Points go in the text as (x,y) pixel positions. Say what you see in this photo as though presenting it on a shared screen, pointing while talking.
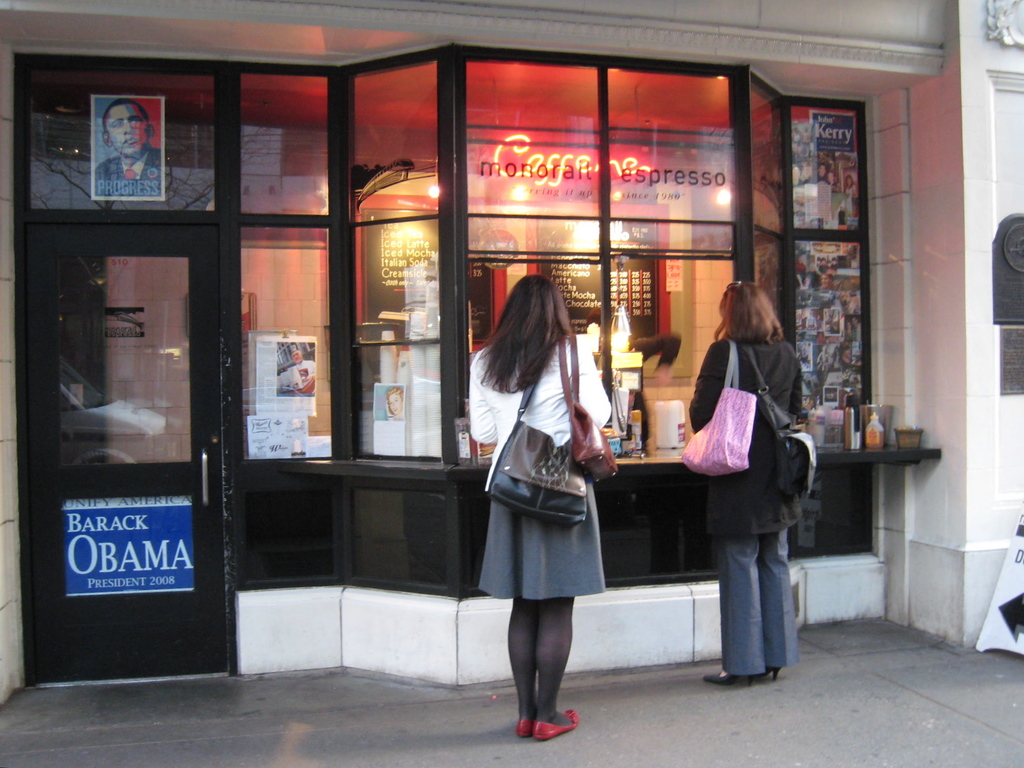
In the foreground (619,694) I can see two persons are standing on the floor (788,708) in front of a cabinet (370,482), board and some objects (851,448) I can see on it. At the top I can see a photo frame (127,106) on the wall (905,309). This image is taken may be during a day near the shop (480,476).
